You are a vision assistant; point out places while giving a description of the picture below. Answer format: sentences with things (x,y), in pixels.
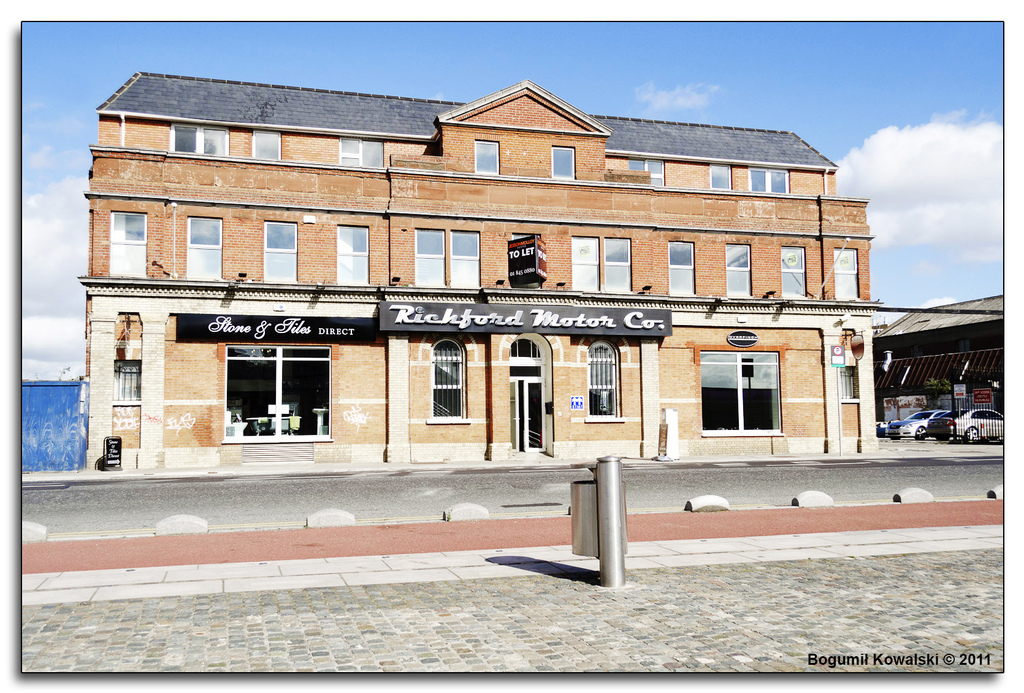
This image is clicked on the road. Beside the road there is a walkway (646,560). On the other side of the road (457,484) there are buildings (401,378). There are boards (390,327) with text (330,334) on the building (281,361). To the right (916,428) there are cars (925,419) parked under the shed (923,341). At the top (443,76) there is the sky (152,59). In the bottom right (917,658) there is text (877,658) on the image.
